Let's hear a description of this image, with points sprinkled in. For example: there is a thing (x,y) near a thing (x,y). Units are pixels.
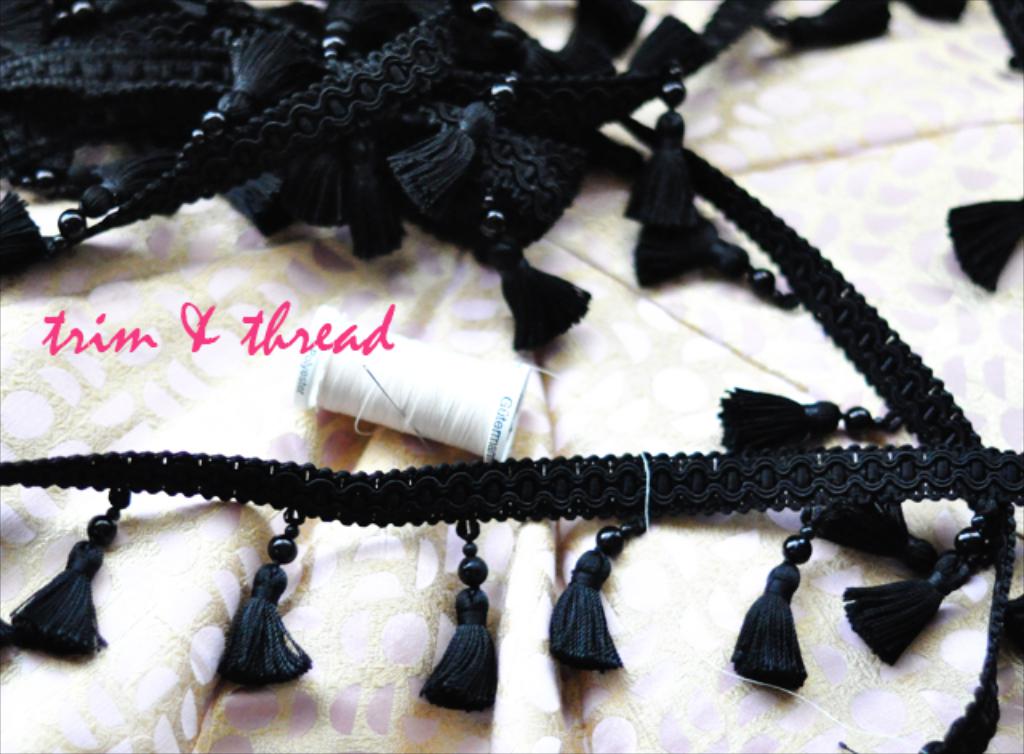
In this image I can see a black colored cloth (478,148), a thread bundle (440,381) and a needle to it on the cream and pink colored cloth (157,394). I can see something is written on the image.
